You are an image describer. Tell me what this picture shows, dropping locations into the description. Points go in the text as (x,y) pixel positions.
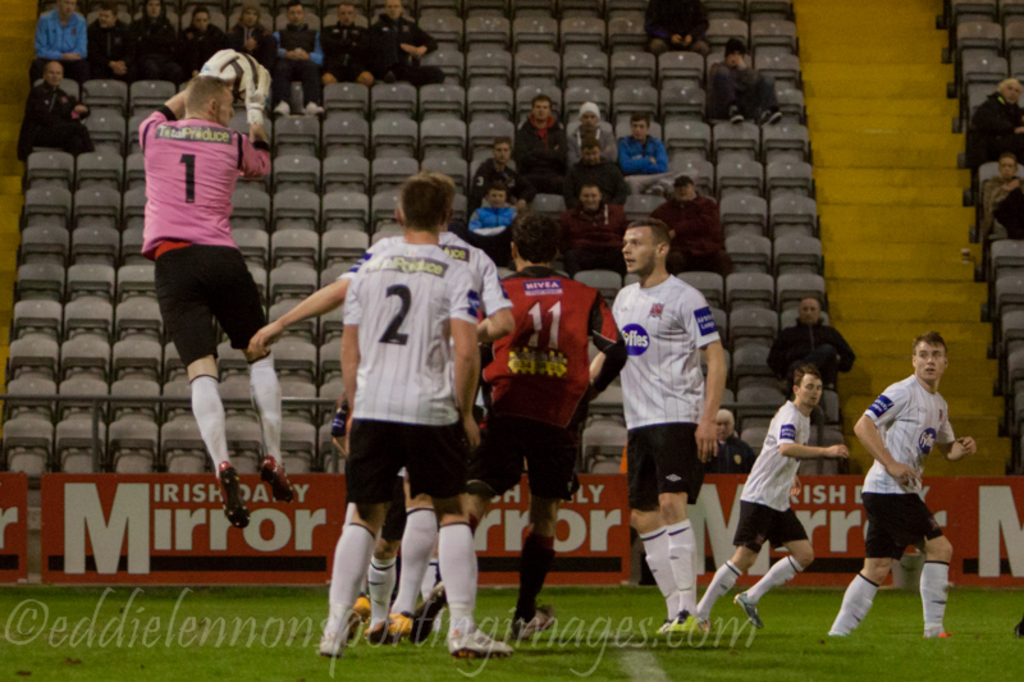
This picture is taken in a football stadium (16,41), There are some people (423,463) playing the football, In the left side (195,133) there is a man (194,302) jumping and he is holding a football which is in white color, In the background (603,182) there are some people (573,146) sitting on the chairs (455,148) and watching the match.
